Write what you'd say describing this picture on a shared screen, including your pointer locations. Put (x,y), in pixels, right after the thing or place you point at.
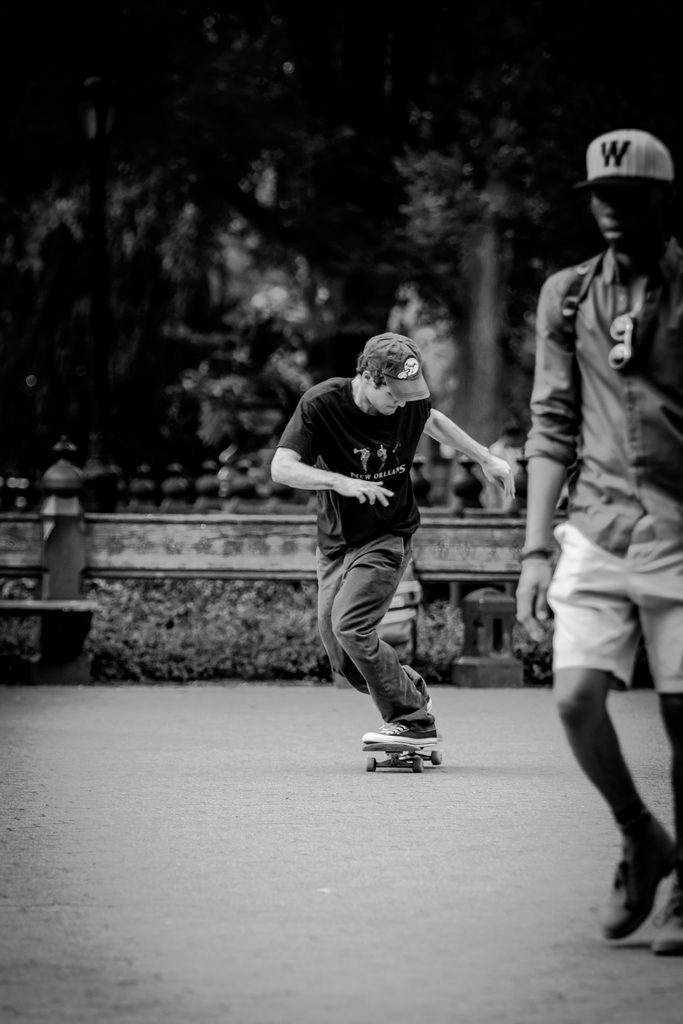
As we can see in the image on the right side (642,587) there is a person (627,552) walking. The person (384,527) in the middle (374,523) is skating. There are plants (177,618), wall (233,523) and trees (243,298). The image is little dark.
